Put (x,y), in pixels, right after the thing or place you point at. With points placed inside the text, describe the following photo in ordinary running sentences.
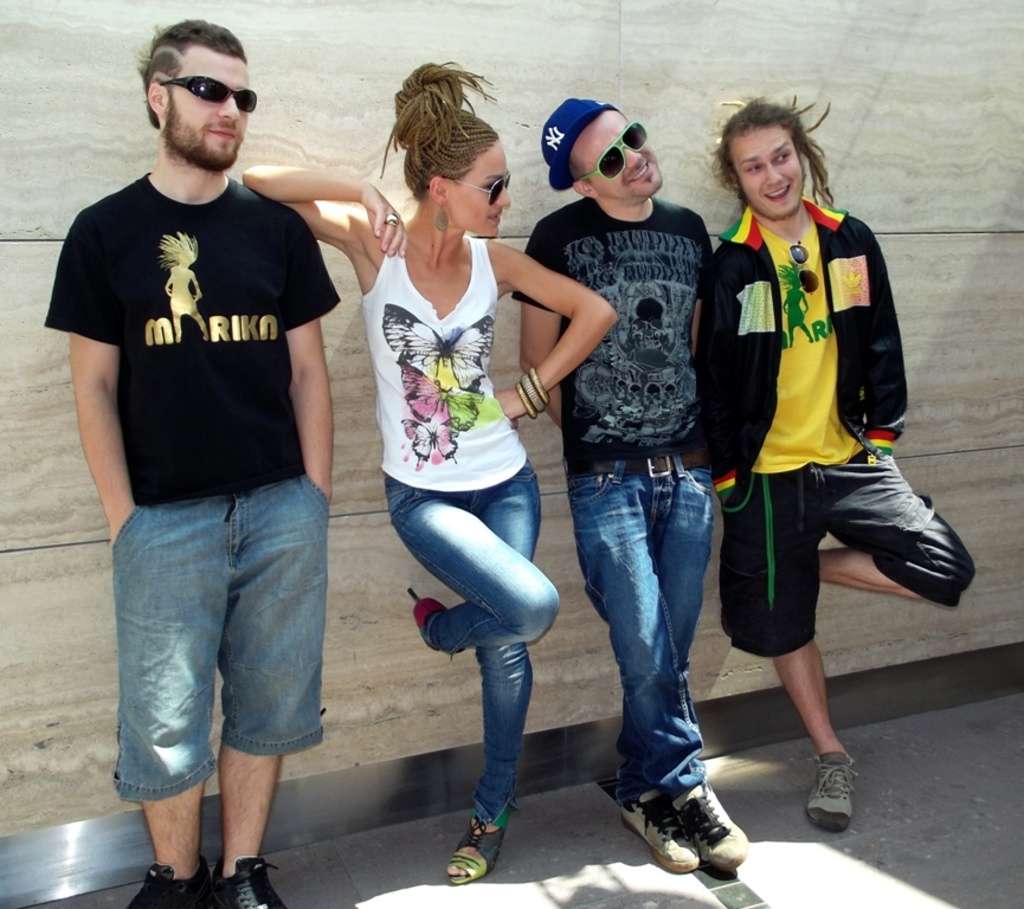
In this image there are four persons (592,379) standing. Three (631,638) are wearing goggles (609,169). One person (587,135) is wearing a cap (587,122). In the background (659,60) there is a wall (721,9).
